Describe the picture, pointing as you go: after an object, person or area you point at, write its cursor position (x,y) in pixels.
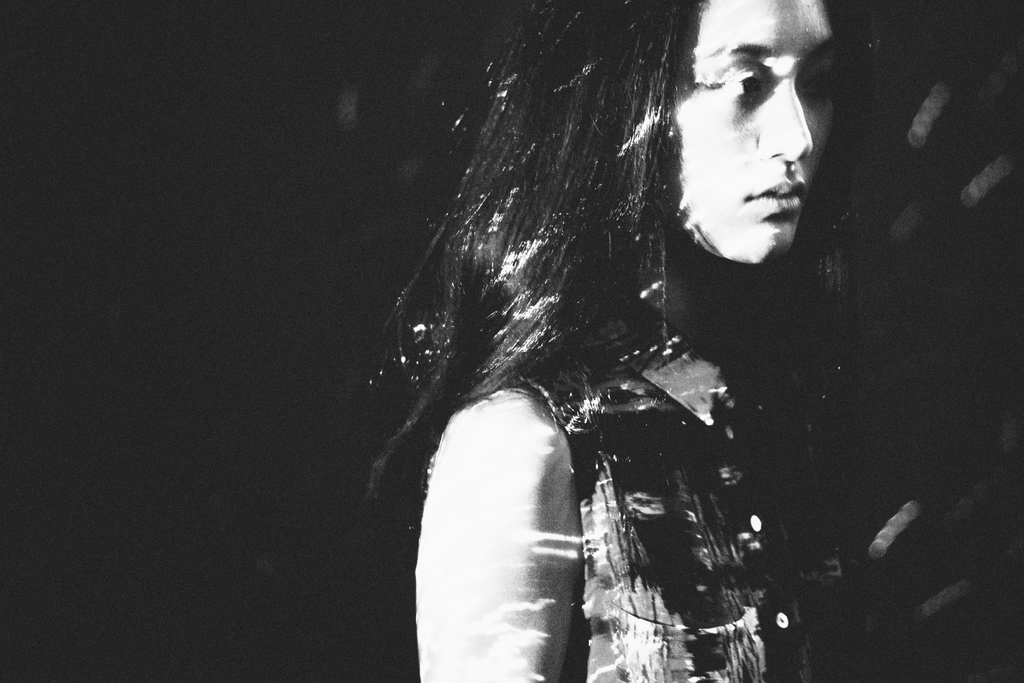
This is a black and white image. In this image we can see a girl (641,226). In the background (190,228) the image is dark.
